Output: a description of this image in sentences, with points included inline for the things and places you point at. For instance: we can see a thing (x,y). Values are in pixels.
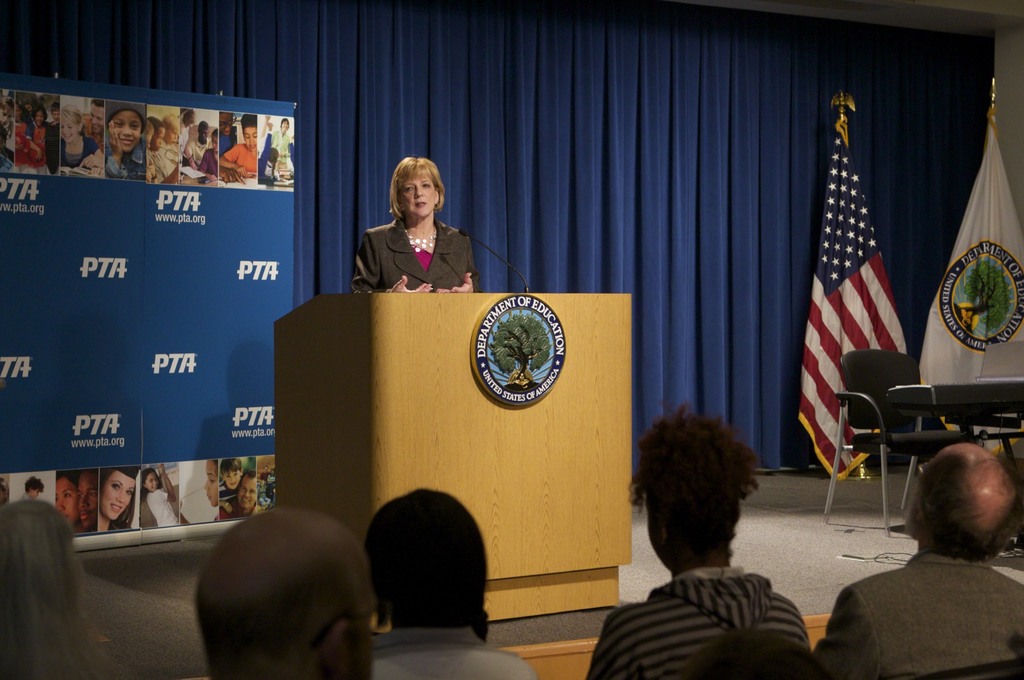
This image is taken indoors. At the bottom of the image (374,604) there are a few people (271,616). In the background (536,196) there is a curtain (663,173). There is a banner (126,168) with a few images (193,169) of human (116,477) and text (119,274) on it. In the middle of the image (430,361) there is a podium (472,366) on the dais (574,644) and a woman (378,240) is standing on the dais (783,532). On the right side of the image (880,325) there are two flags (880,325) on the dais (871,517) and there is a table (941,399) and an empty chair (907,439) on the dais (899,478).
